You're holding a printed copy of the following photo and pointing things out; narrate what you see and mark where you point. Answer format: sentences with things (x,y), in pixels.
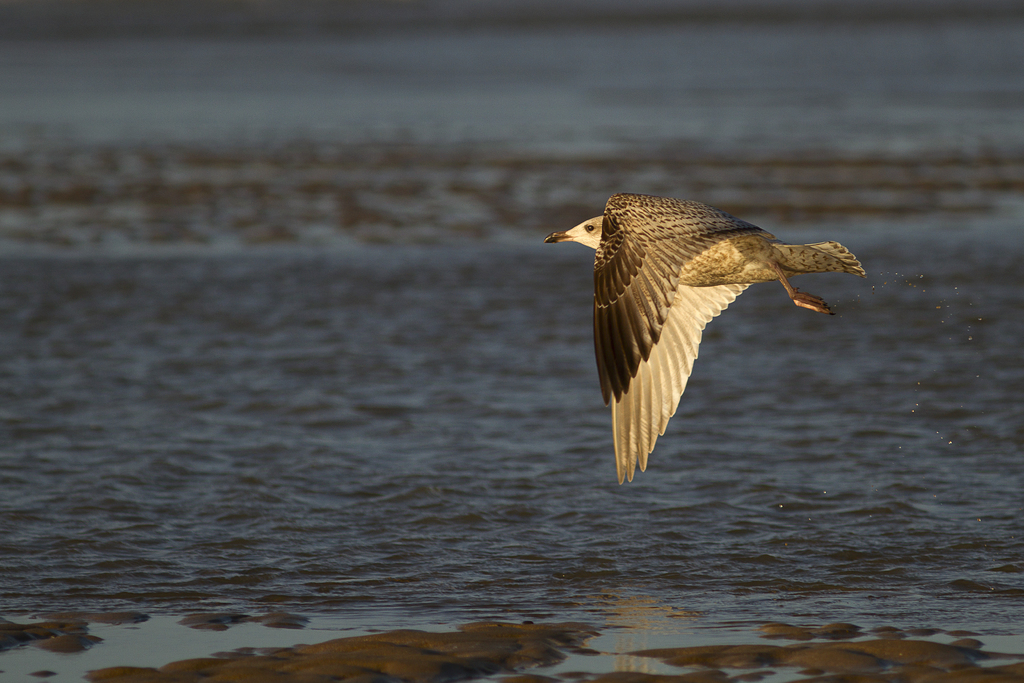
In the front of the image (658,224) I can see a bird (636,312) flying in the air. In the background of the image (944,284) there is water (531,337).
